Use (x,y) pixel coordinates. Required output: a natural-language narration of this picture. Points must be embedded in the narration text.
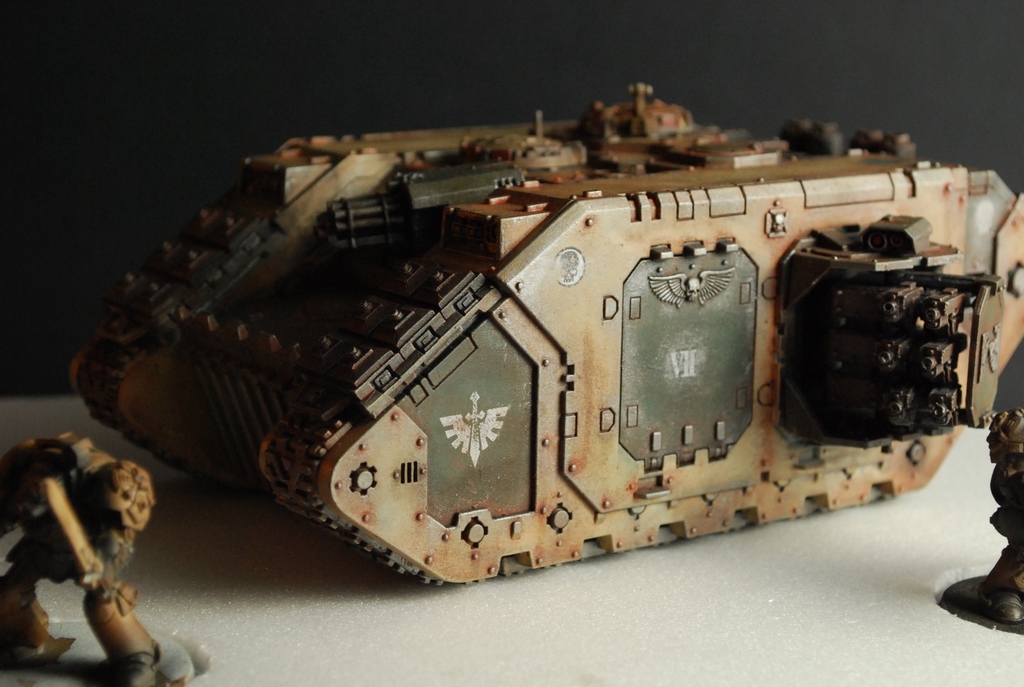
In this image there are toys (598,420).
